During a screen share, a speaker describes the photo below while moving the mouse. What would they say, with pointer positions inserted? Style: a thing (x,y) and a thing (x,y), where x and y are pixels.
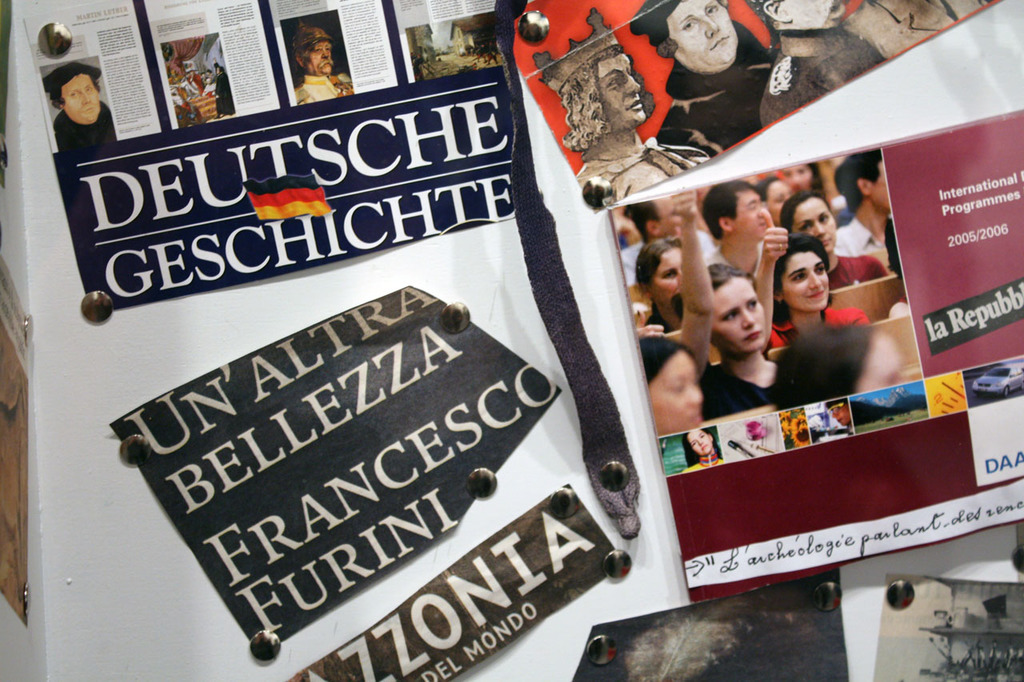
In this image we can see some papers (423,349) pinned on a board (386,265). We can also see a group of people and some text (365,373) on it.
